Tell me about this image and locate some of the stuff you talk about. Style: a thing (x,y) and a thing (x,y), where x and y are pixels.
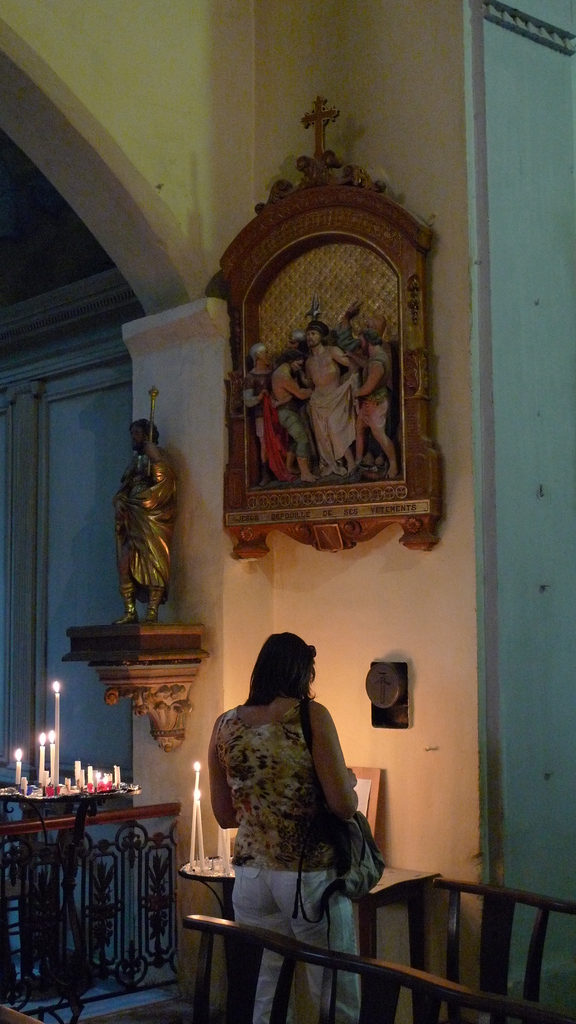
This woman (313,862) is standing and holding a handbag (344,852). In-front of this woman (303,873) there is a table (406,898), on a table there are candles (228,836). On wall (185,469) there are sculptures (163,519).
